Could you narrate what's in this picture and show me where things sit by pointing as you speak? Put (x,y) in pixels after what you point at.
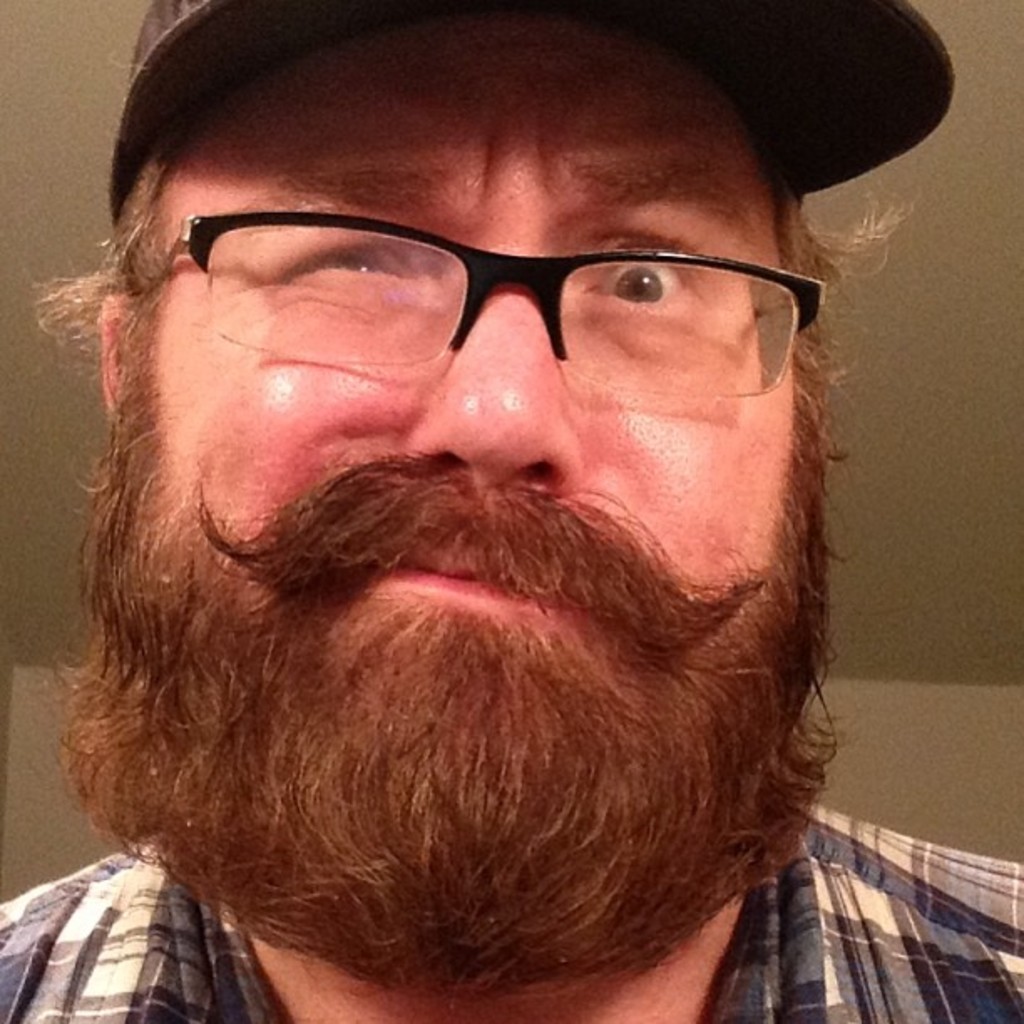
In this image we can see a man (515,566) wearing the glasses (769,289) and also the cap (176,60). In the background (930,609) we can see the ceiling (908,568) and also the wall (961,785).
